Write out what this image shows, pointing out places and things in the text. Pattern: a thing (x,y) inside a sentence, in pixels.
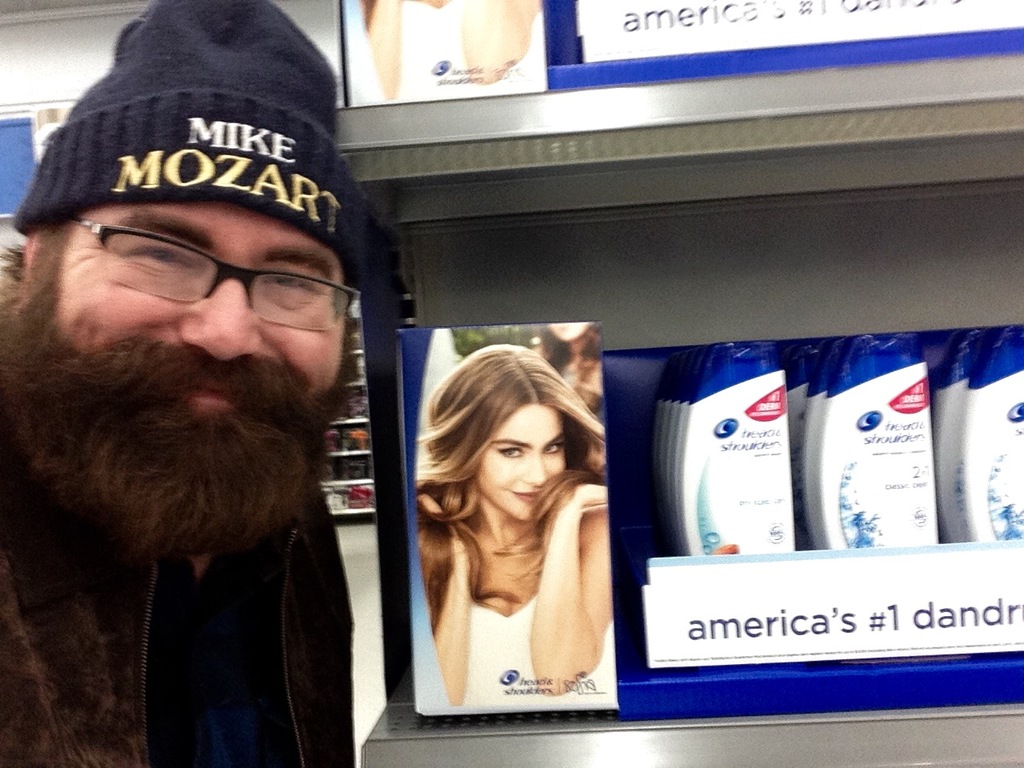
In this image there is a person (203,194) on the left side (166,306). There is a rack (371,330). There are shampoos (720,490). There is a photo (555,655). In the background (352,445) there are racks (330,508).
